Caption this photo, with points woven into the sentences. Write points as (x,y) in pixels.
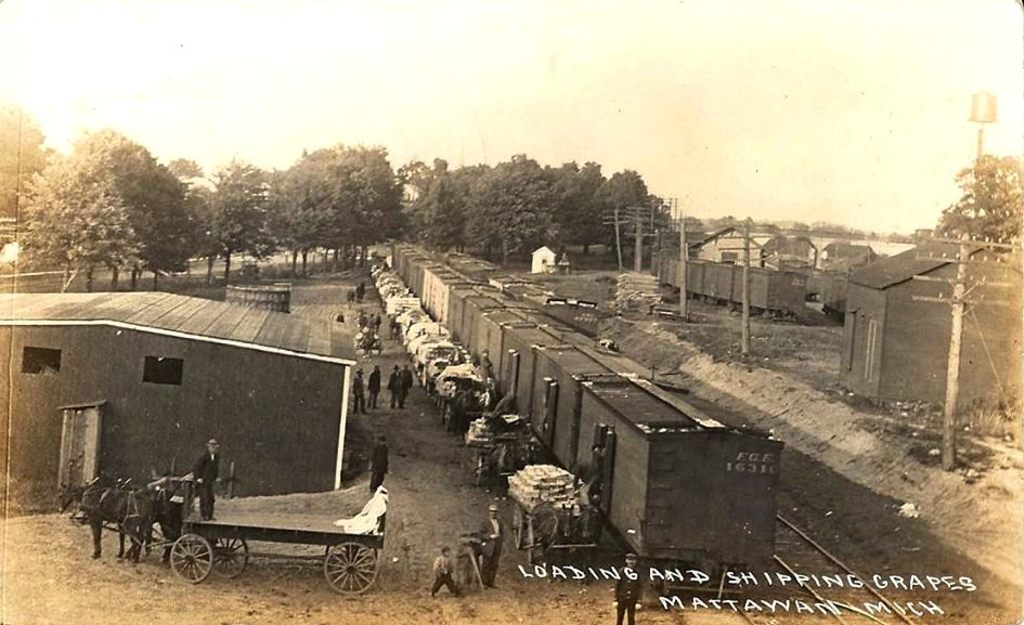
In this image there is the sky (553,68) towards the top of the image (575,83), there are trees (547,209), there are houses (810,246), there are poles (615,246), there is a horse tonga (335,519), there are group of persons (387,450) standing, there is a train (652,478), there is a railway track (796,529) towards the bottom of the image (790,558), there is text (819,584) towards the bottom of the image (658,577).
